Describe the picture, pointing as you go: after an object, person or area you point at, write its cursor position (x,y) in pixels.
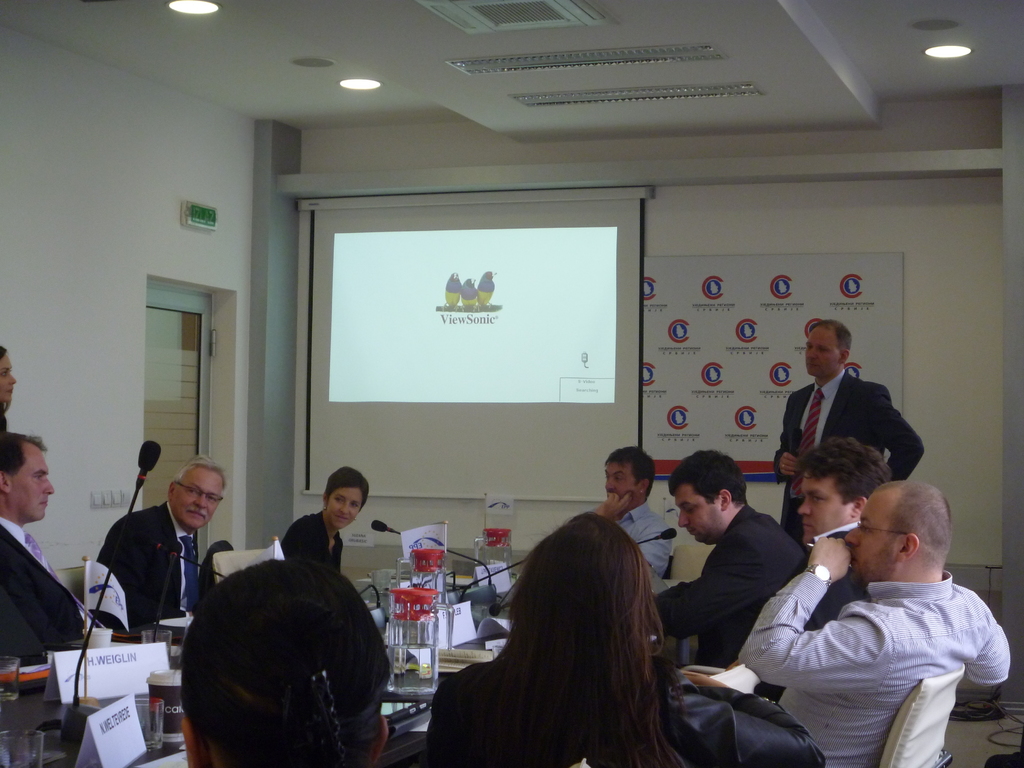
In this picture we can see a group of people (214,763) sitting on chairs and a man (787,494) standing, holding a mic (799,429) with his hand (788,470) and in front of them we can see water jugs (400,643), name boards (128,737), mics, glasses (151,710), papers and in the background (144,386) we can see a door (205,392), screen (551,257), banner (802,267), walls (94,224), lights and some objects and cables (973,709) on the floor (987,739).
